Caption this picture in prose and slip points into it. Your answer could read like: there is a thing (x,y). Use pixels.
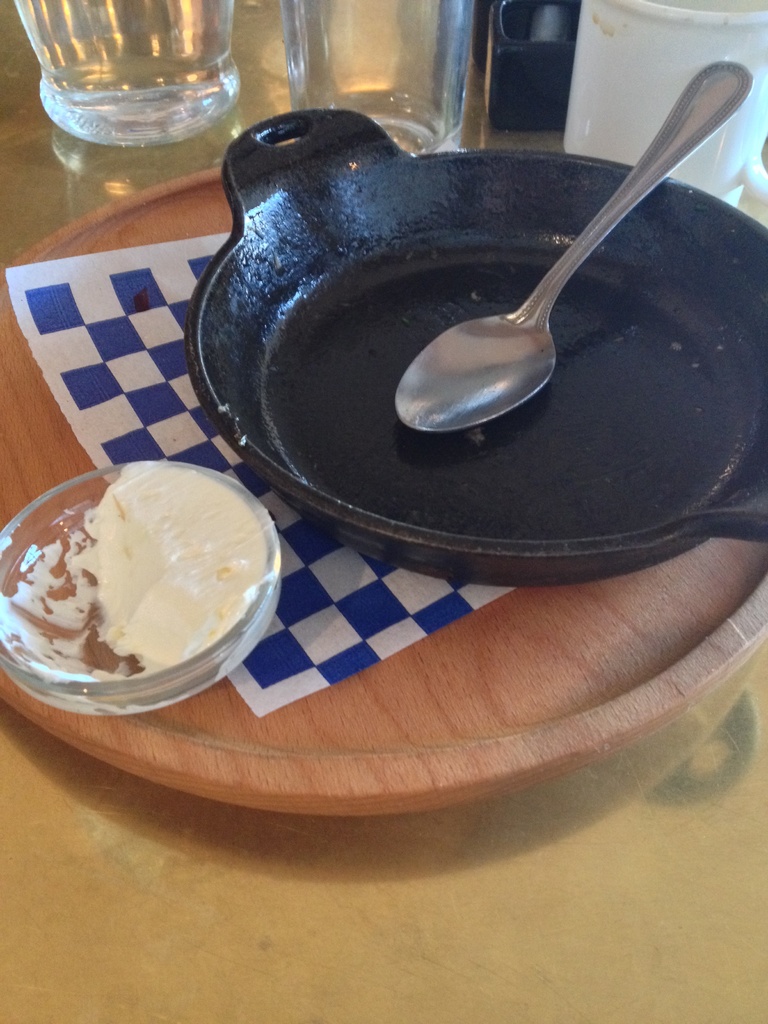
This is a zoomed in picture. In the center (421,662) there is a table (533,840) on the top of which a wooden object (581,693), a pan (753,468), spoon (467,326), glasses (214,84) and some other food items (95,671) are placed.
